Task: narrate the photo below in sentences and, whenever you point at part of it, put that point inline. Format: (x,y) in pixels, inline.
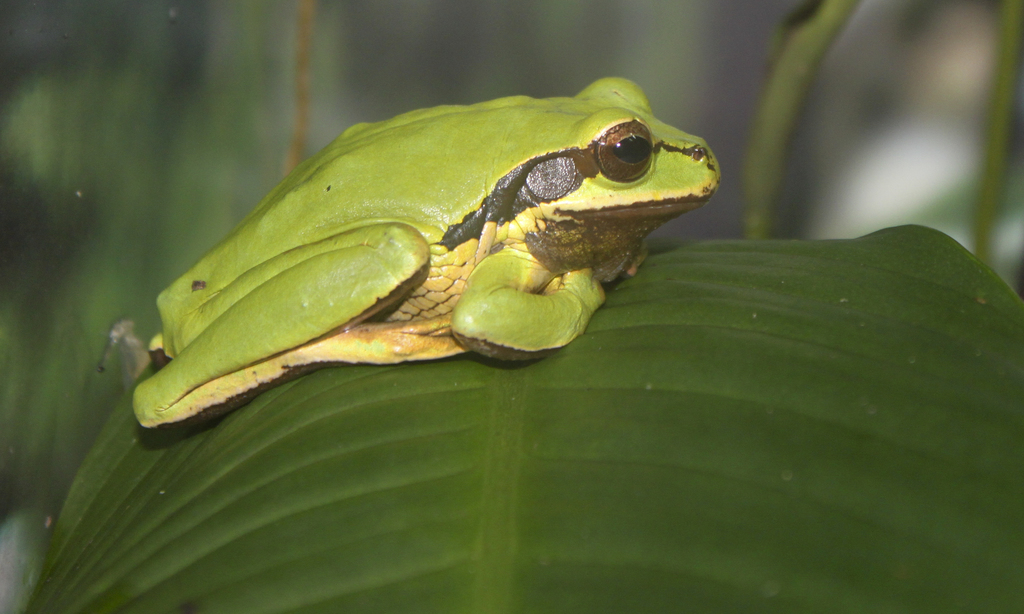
In this image I can see a green colour leaf (571,417) and on it I can see a green colour frog (487,283). I can also see this image is little bit blurry in the background (338,106).
